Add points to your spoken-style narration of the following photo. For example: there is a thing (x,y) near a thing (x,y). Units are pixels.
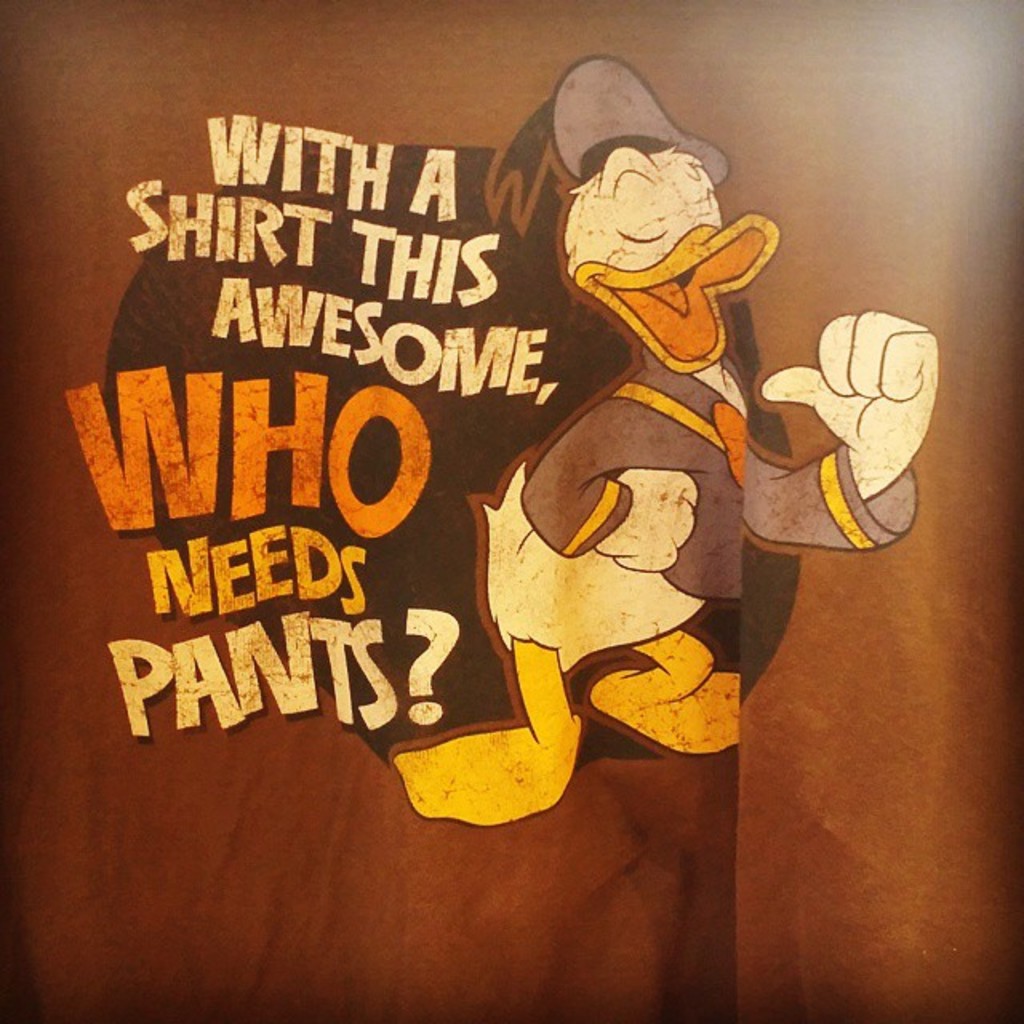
In this image we can see a Donald duck (542,487) and some edited text (227,547) on the brown color background.
